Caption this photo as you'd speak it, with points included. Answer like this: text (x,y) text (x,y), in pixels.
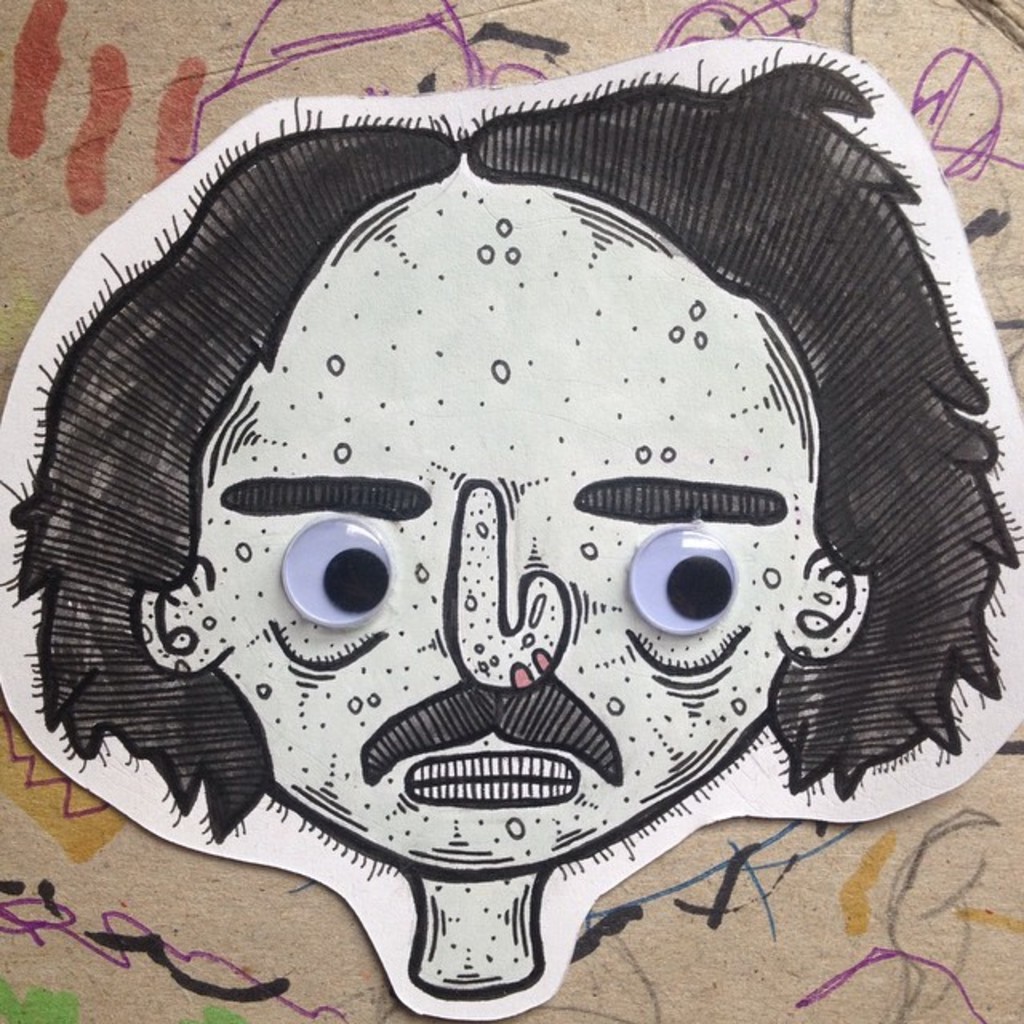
In this image a black color drawing (440,608) of a person (630,756) on the whiteboard (889,777) is placed on the painted surface (265,951).
